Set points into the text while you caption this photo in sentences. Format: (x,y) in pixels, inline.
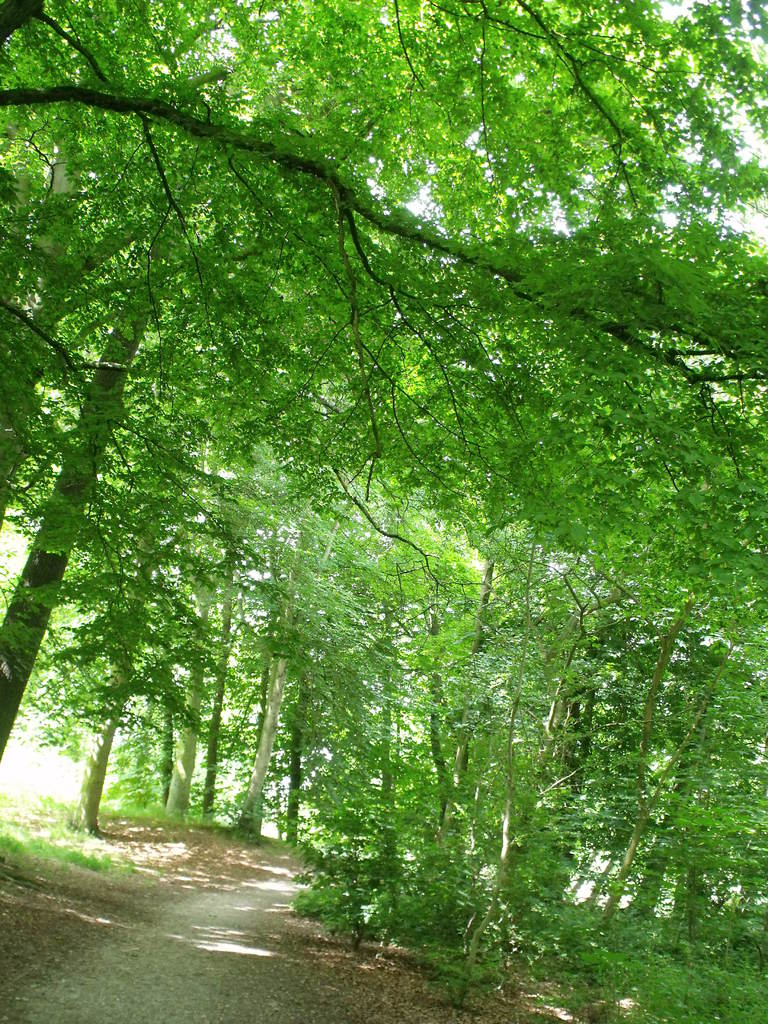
In this picture we can see the ground (225,976) and in the background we can see trees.
